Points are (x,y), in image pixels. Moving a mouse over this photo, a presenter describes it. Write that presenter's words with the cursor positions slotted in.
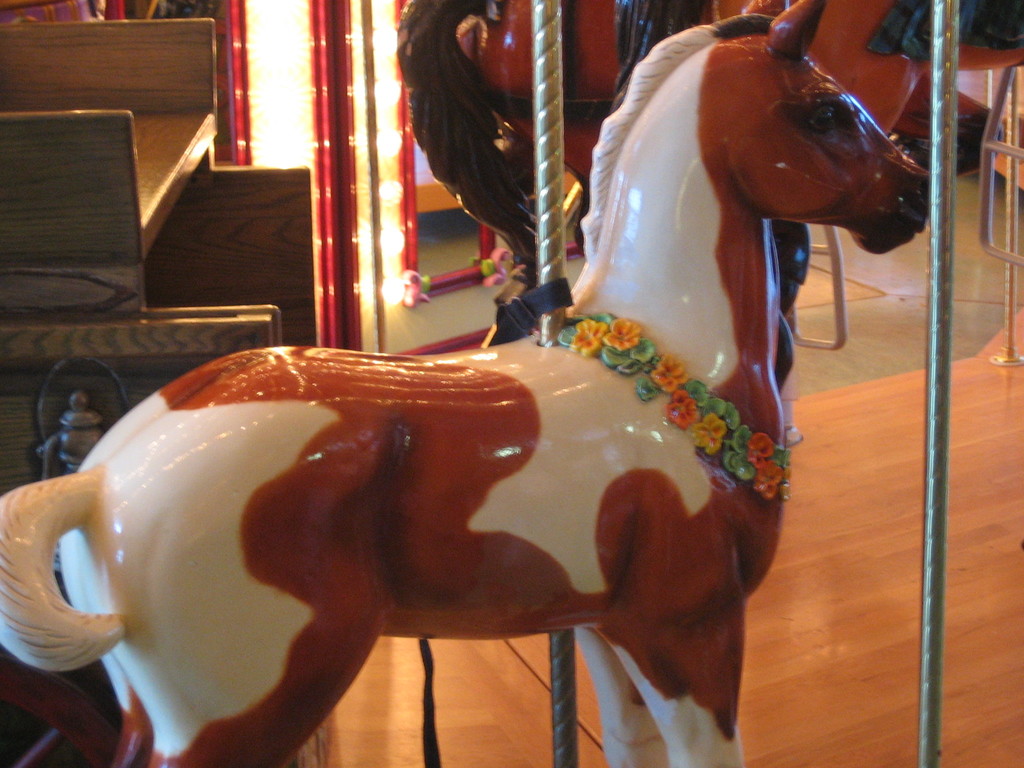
In this picture we can see few carousel horses (712,400), metal rods (1014,350) and a table (62,171).
